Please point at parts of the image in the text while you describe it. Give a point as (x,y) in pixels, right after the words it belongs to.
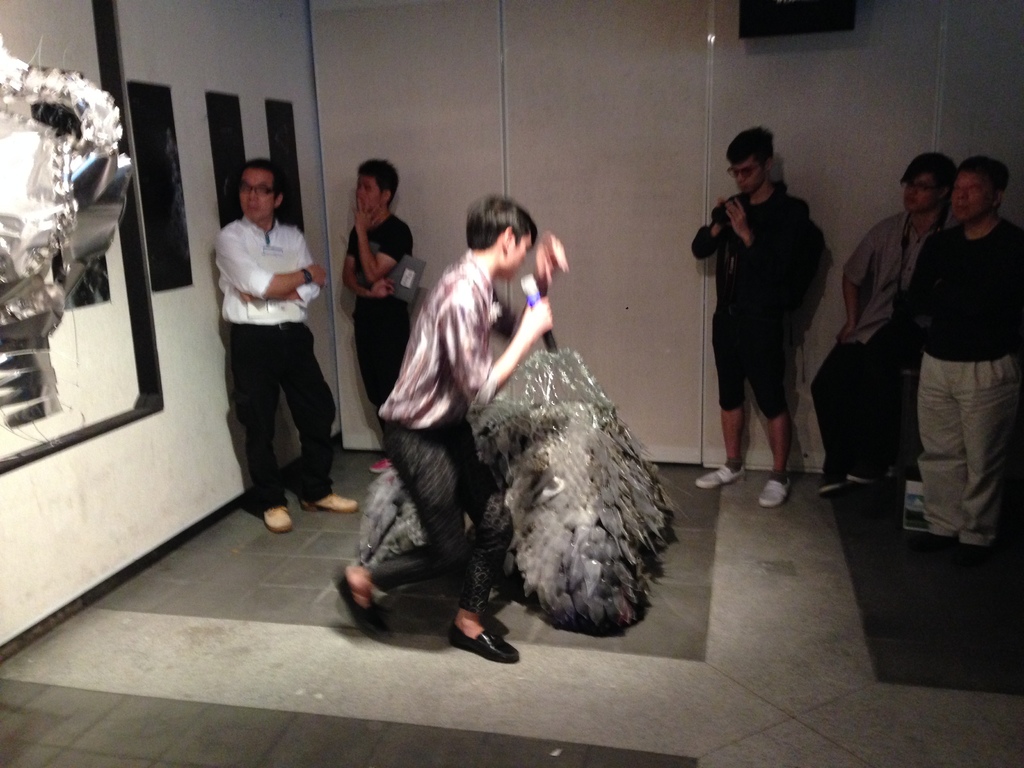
In the center of the image (553,437), we can see a creature (524,541) and in the background (731,245), there are people (719,303) and some are holding objects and there is a wall (614,83) and we can see a statue (71,142). At the bottom (760,523), there is a floor (564,661).
